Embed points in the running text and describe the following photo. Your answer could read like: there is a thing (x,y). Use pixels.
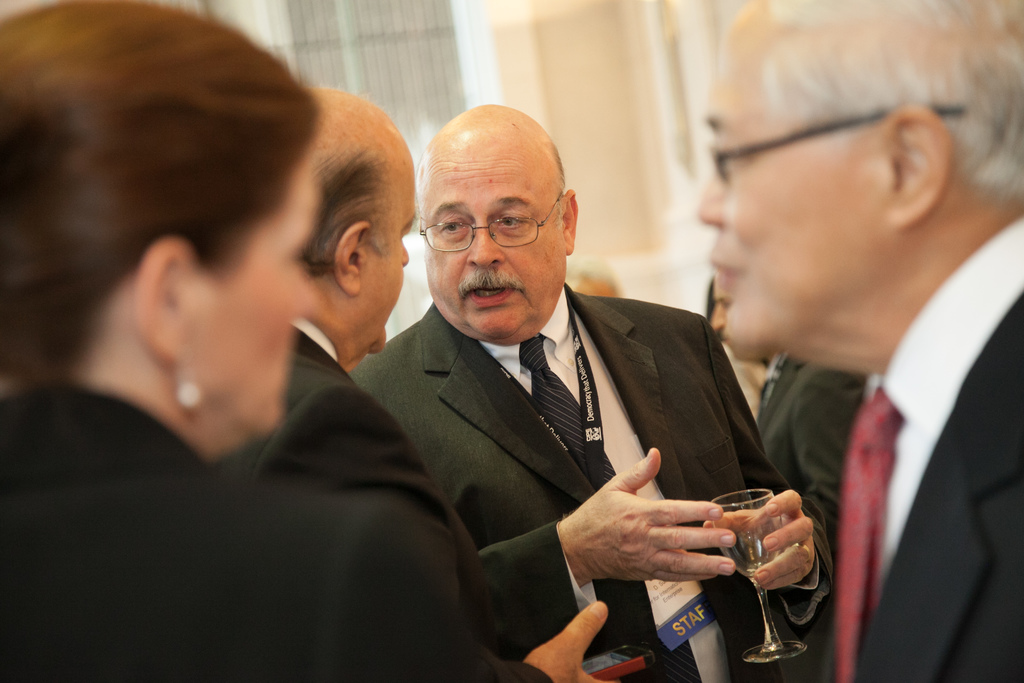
In this image I can see group of people (609,412). In front (479,429) the person (568,404) is wearing black color blazer (653,412), white color shirt (627,438) and holding the glass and I can see the blurred background (465,11).
